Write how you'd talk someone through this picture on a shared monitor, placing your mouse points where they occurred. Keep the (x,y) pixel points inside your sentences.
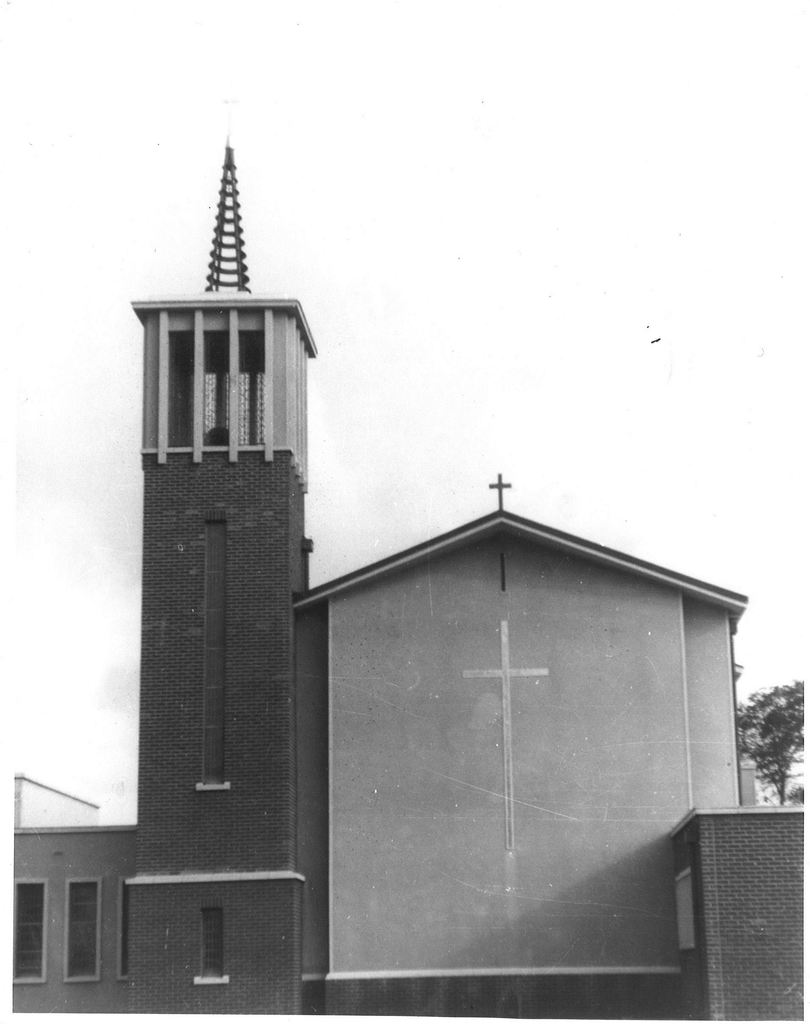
In this image we can see a building (584,692) and windows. Above this building (455,828) there is a cross symbol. Right side of the image (769,698) there is a tree (782,730).
